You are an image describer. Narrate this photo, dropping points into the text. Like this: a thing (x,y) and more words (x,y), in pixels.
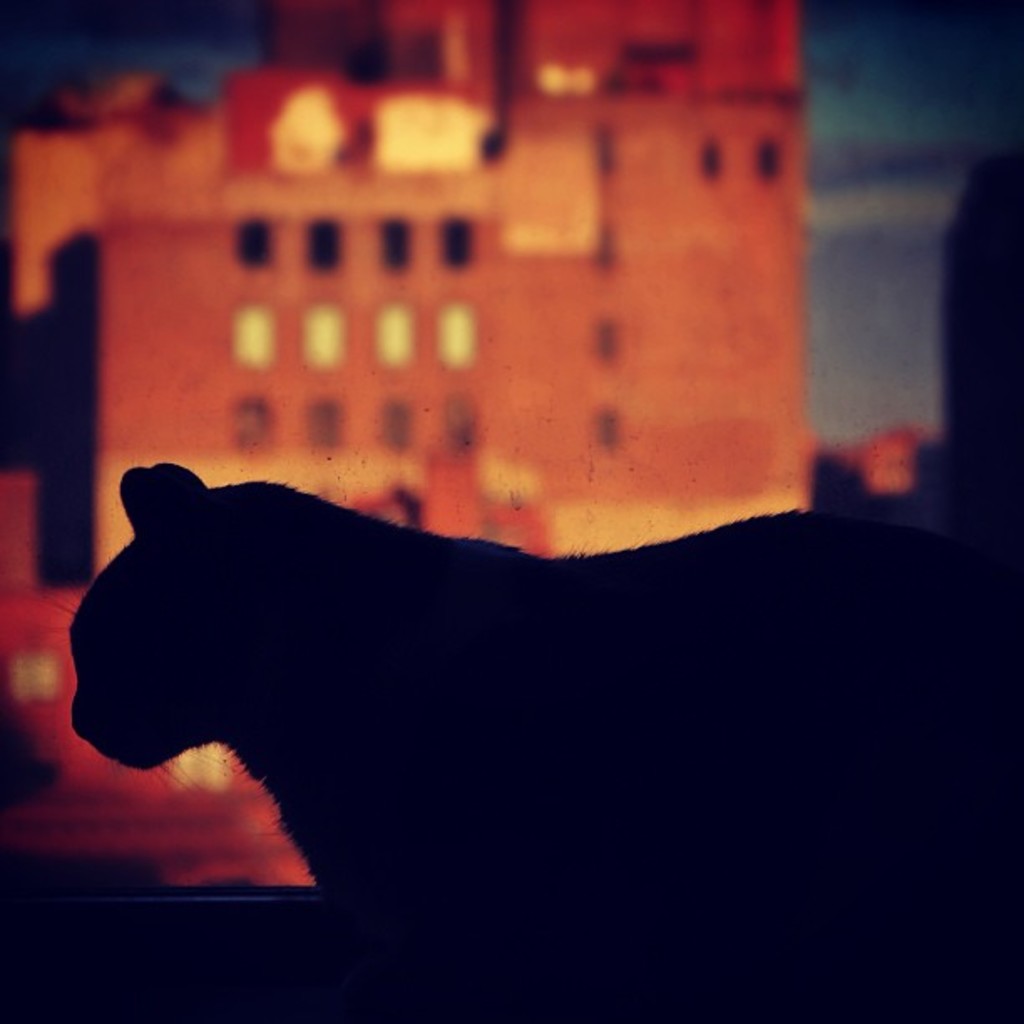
This image consists of an animal (497,756). In the background (363,281), we can see a building (438,296). At the top (905,189), there is sky (930,187).
